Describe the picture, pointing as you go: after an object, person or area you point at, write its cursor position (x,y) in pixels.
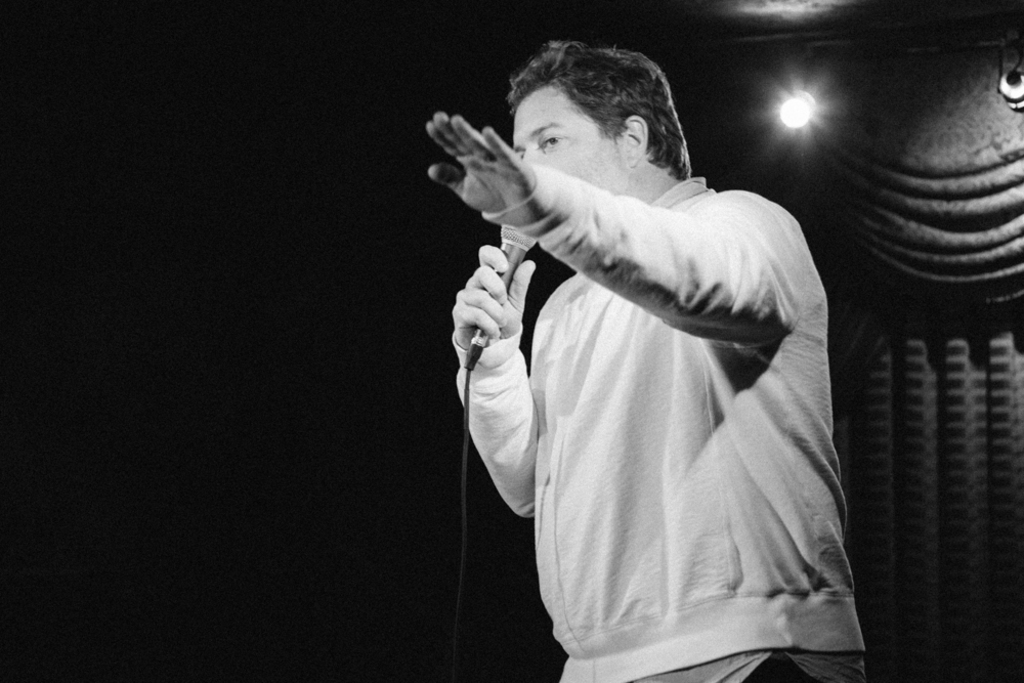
This is a black and white picture. Here is the man (679,544) standing. He is holding mike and talking. This is the bulb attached to the wall (868,114). This looks like a curtain (962,480) hanging.
